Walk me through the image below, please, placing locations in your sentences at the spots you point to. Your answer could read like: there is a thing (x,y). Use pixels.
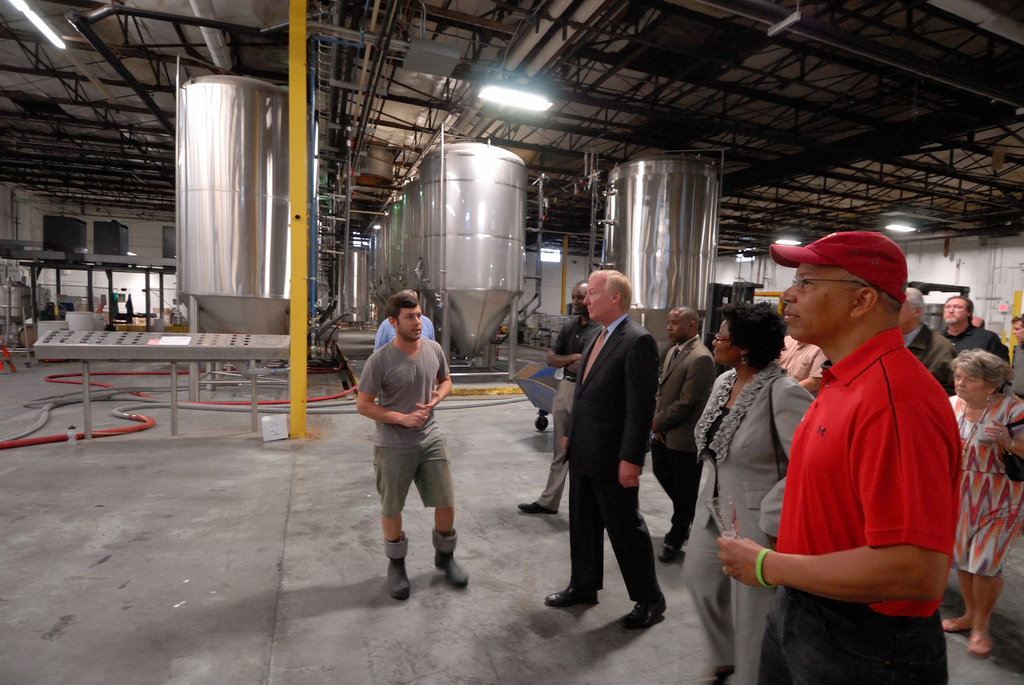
In this image there are few persons (602,562) standing on the floor (306,528) which is having few machines (629,259) on it. A person (634,405) wearing suit (606,357) and tie (601,348) is standing. Right side (897,474) there is a person (905,461) wearing a red shirt (837,444) is having spectacles (800,283) and cap (885,248). Behind there is a woman (1008,479) carrying a bag (1005,458). Few lights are attached to the metal rods (398,98).
